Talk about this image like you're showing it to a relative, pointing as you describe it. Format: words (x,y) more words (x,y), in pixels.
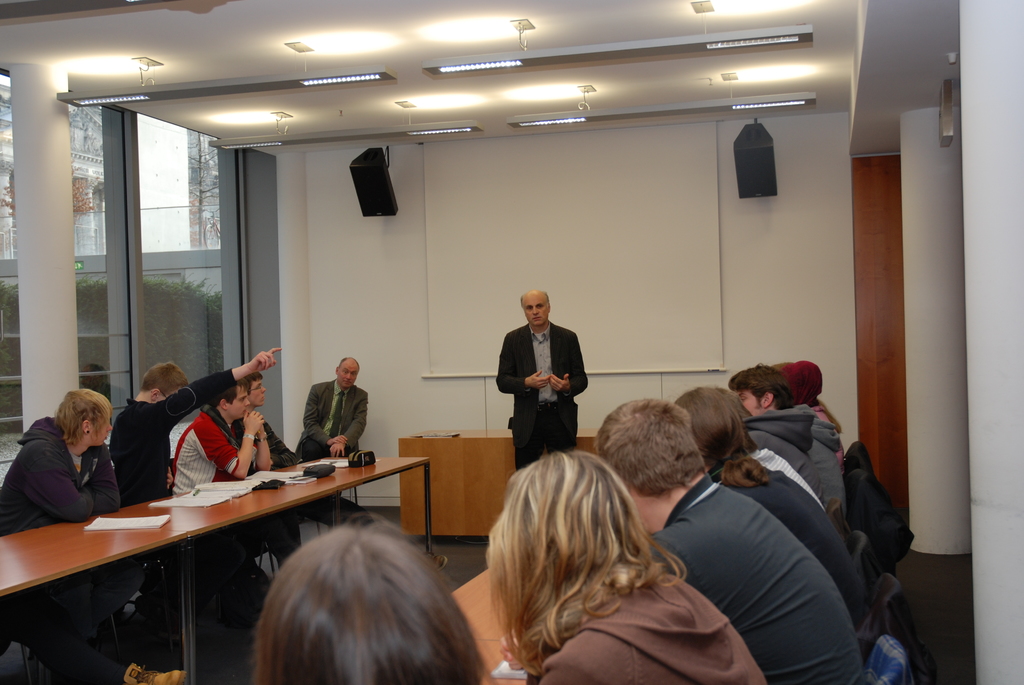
This image is clicked in a meeting room (110,288). There are many persons (445,621) in this image. In the middle (514,398), there is a man (507,372) standing and wearing black suit (520,385) is talking. In the background (761,240) there is a wall (810,272) on which there are speakers (747,188) and a screen (641,309). At the top (511,64) there is a roof (561,99) along with lights (577,115). There are many tables (185,659) in this room (207,606). To the right (974,436), there are pillars (984,434).
